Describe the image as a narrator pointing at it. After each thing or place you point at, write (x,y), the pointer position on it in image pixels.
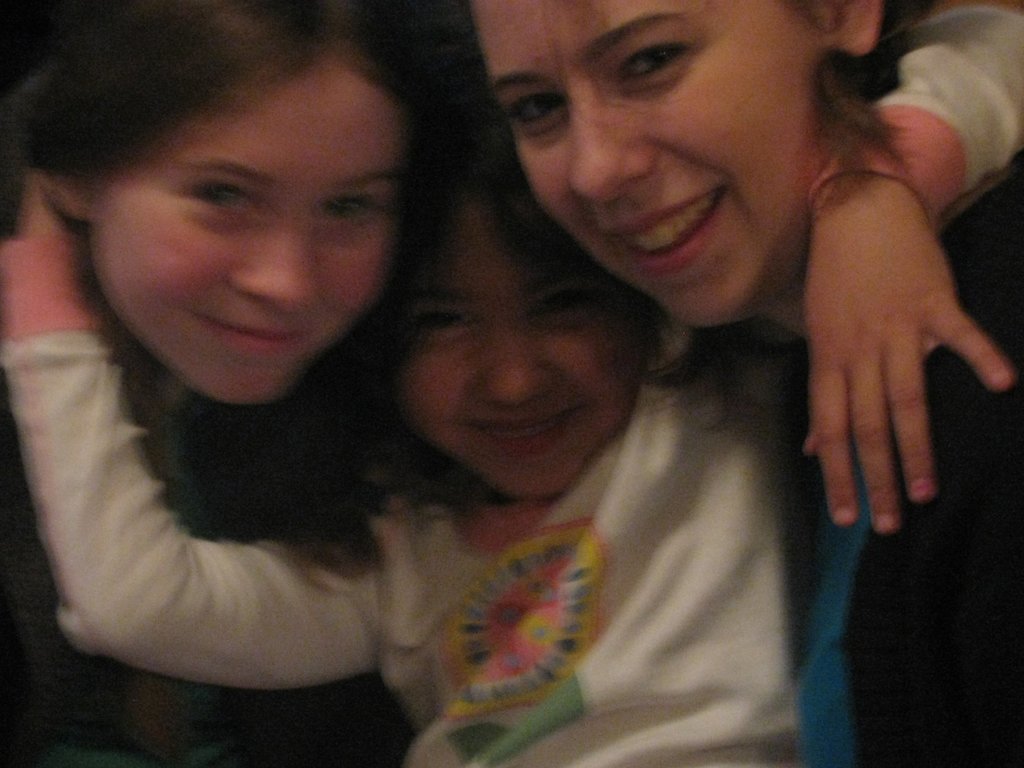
In the image there is a kid (435,514) in the middle (481,351) holding two women (670,141) on either side of her, she is wearing white t-shirt (606,521).
